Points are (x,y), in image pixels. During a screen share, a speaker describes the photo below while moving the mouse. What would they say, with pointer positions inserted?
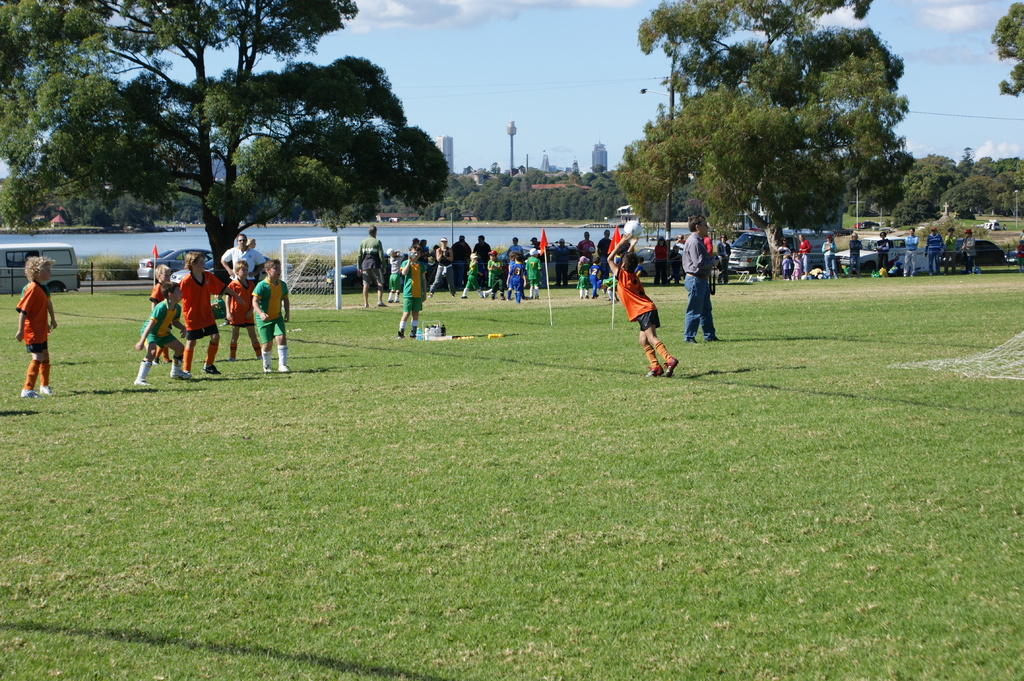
In this image there are a few kids (265,313) playing football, behind them there is goal post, flags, some other objects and a few people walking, behind them there are cars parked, in the background of the image (359,125) there are trees (340,125), a river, buildings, at the top of the image (388,32) there are clouds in the sky (523,156).
